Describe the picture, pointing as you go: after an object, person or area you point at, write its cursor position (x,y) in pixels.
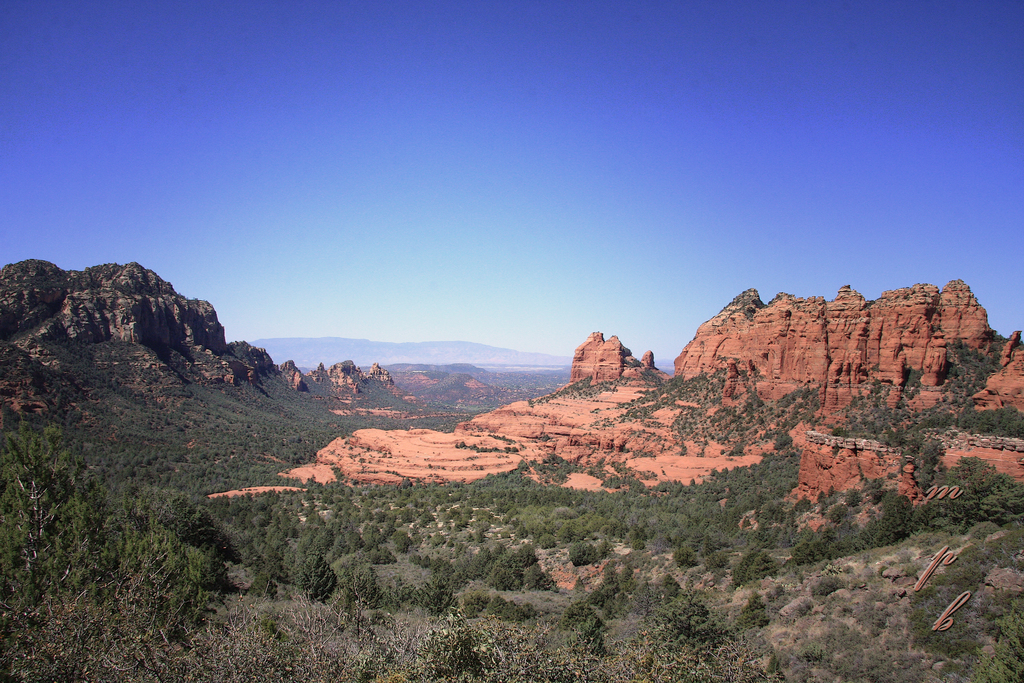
In this picture I can see hills (191,318) and few trees (647,534) and I can see blue sky (539,245).
